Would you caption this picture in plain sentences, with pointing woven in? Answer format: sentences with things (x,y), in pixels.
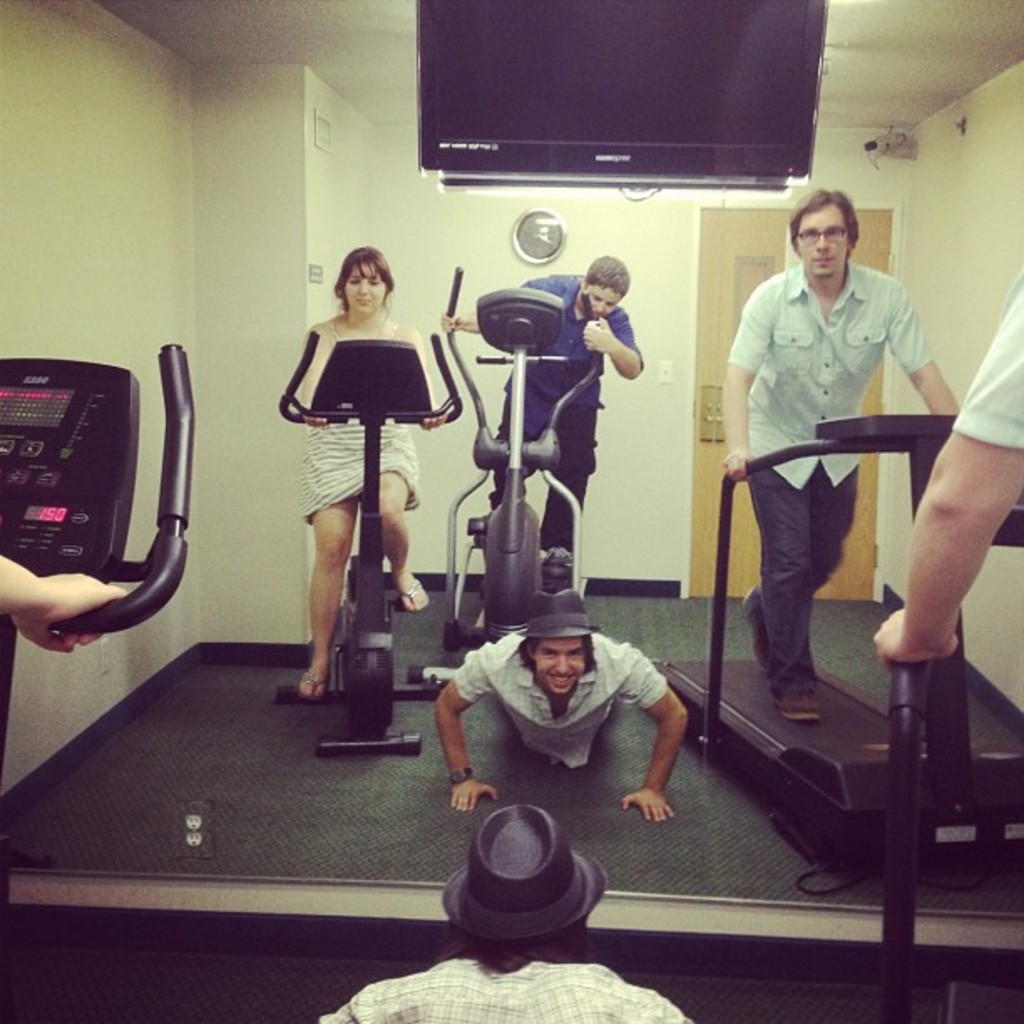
In this picture I can see a mirror (489,383) and I can see reflection (726,582) of a man (756,433) on the treadmill (833,694) and a woman (338,431) and a man (604,285) on the exercise machines (484,424). I can see another man (470,951) at the bottom of the picture (593,963) and a television (635,121) at the top of the picture (659,79) and it looks like a clock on the wall (595,241).
